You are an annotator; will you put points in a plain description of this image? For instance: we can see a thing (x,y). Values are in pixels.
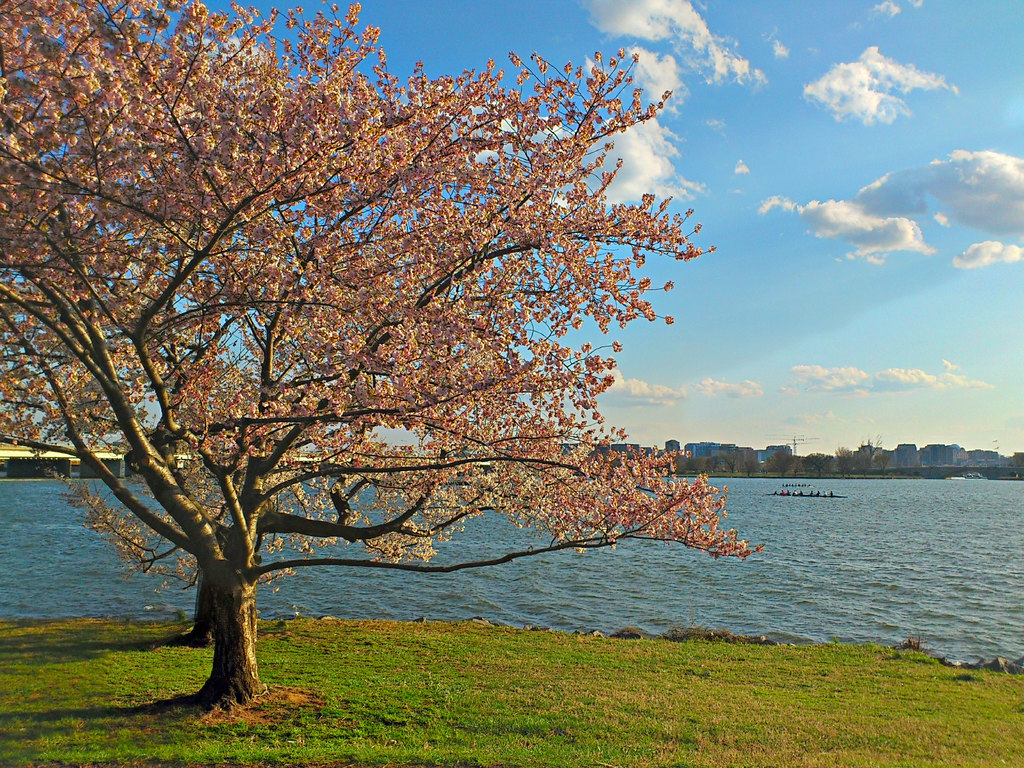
In the foreground of the picture (220,598) there are tree (220,598) and grass (529,706). In the center of the picture (670,480) there is a water body (781,531), in the water (821,524) there are some objects (828,494). In the background (801,467) there are buildings (951,461) and trees (720,462). At the top (834,138) it is sky (688,133).
